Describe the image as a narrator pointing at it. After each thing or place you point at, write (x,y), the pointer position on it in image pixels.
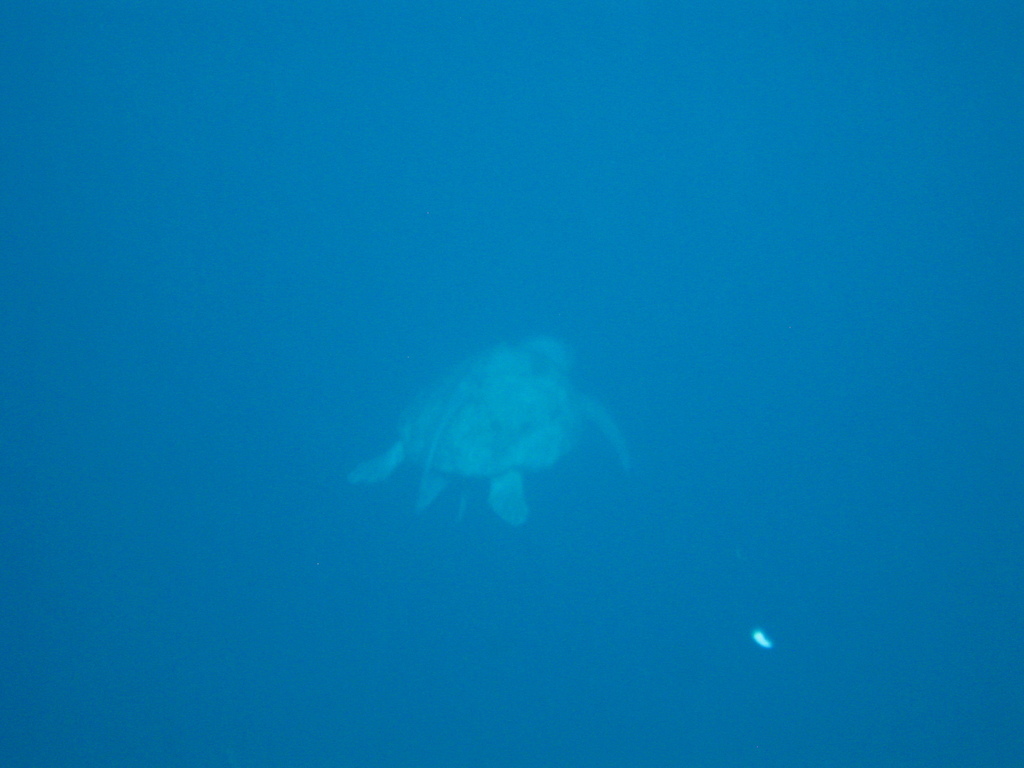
We can see tortoise (507,425) in the water (309,502).
